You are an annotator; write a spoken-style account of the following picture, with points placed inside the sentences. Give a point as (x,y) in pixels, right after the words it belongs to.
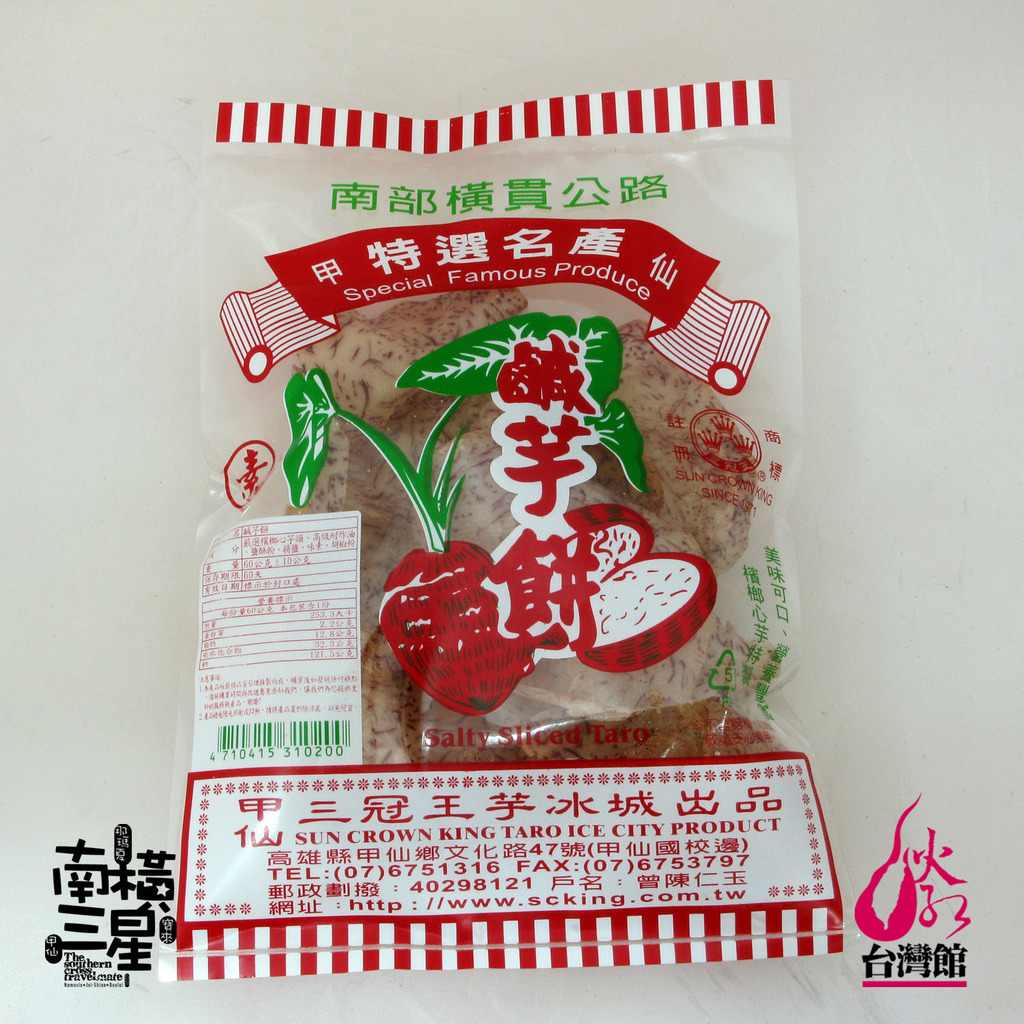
In this picture we can see food (408,400) packed in a cover (565,424). At the bottom portion of the picture (88,857) we can see watermarks (75,853). On the cover (176,865) we can see the information (334,778).
